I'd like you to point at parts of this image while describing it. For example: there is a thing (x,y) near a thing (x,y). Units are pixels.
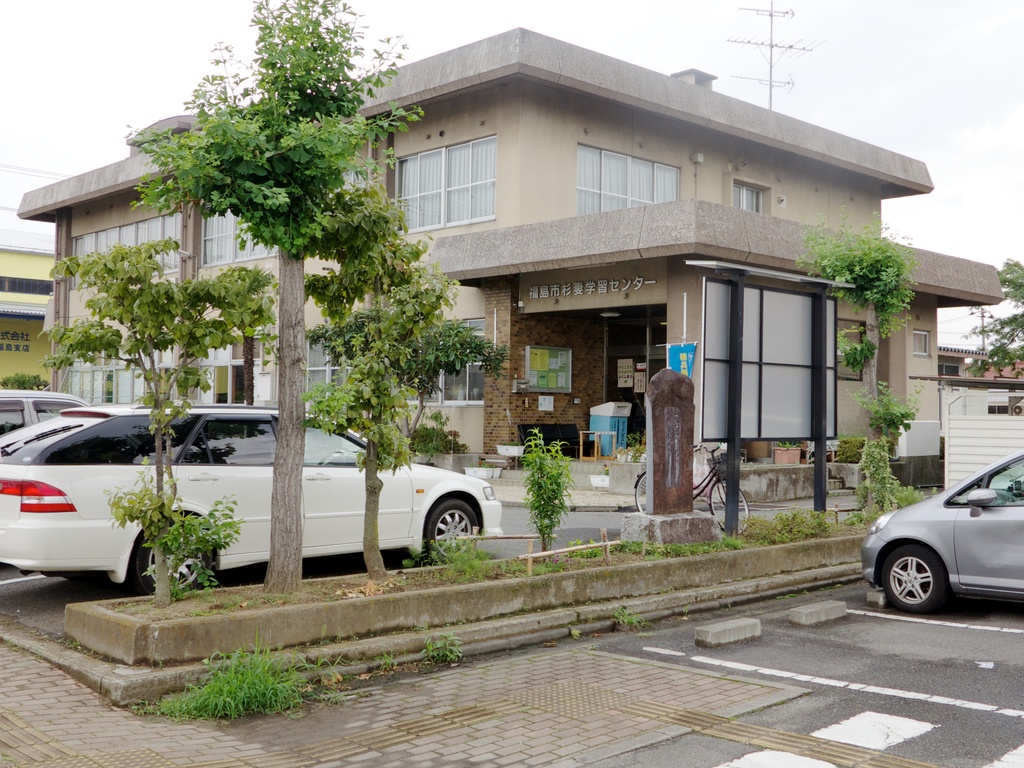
As we can see in the image there are buildings (668,316), cars (979,477), plants (563,568), trees (228,139) and sky (493,24).
